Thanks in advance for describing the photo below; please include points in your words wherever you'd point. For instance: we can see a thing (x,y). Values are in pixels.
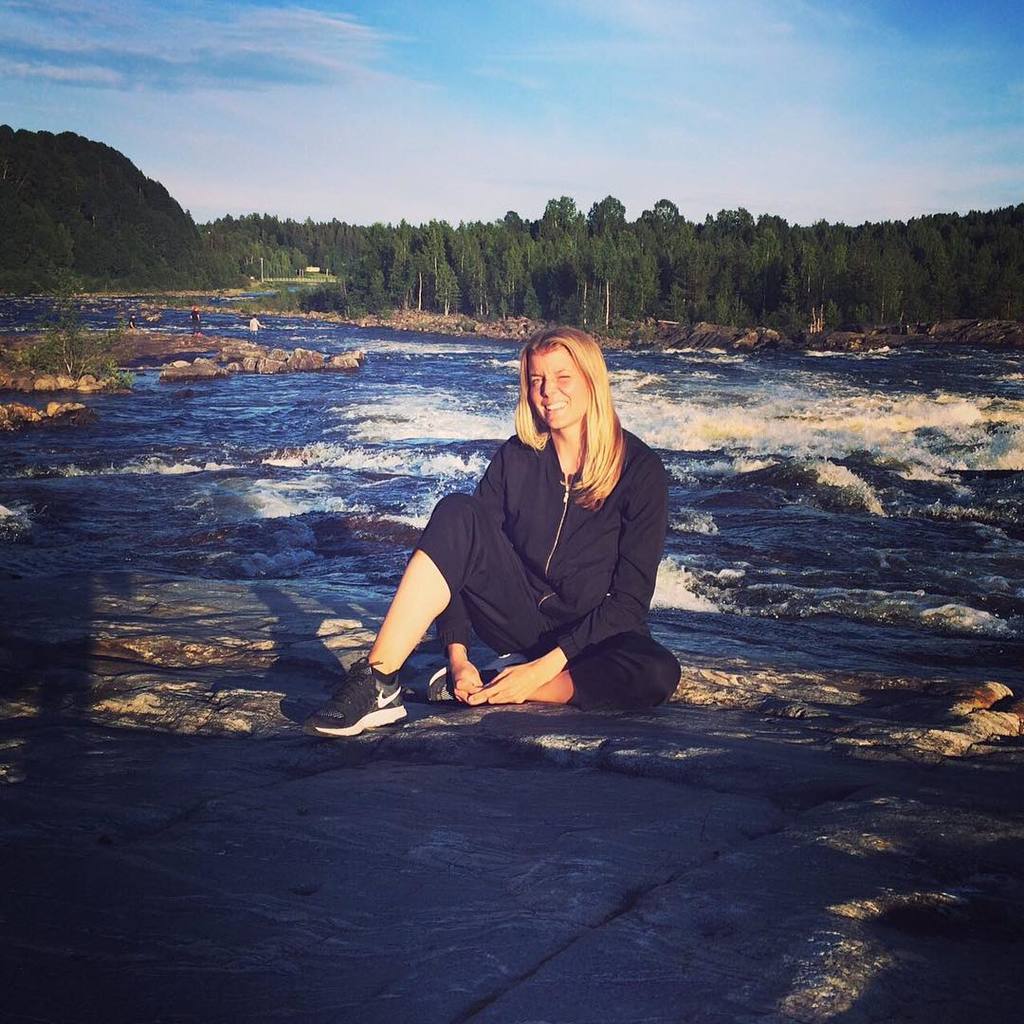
In this image I can see few trees (837,264), water (183,399), rocks (155,351), poles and the sky (557,105). I can see few people (599,506).
